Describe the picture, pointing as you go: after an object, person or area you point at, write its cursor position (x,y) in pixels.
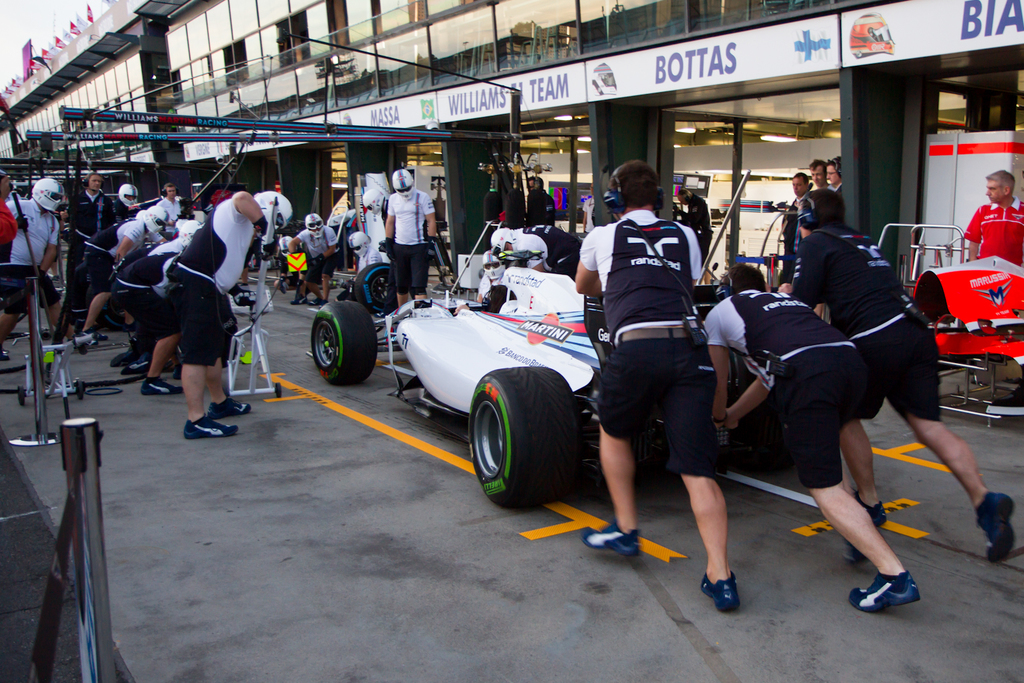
In this image we can see persons (118,285) with some objects (276,222) and there are three persons (768,362) pushing the white color vehicle (535,340) present on the road (473,551). In the background (477,7) we can see a building (674,31). Image also consists of flags (89,9) and also rods (77,466).
